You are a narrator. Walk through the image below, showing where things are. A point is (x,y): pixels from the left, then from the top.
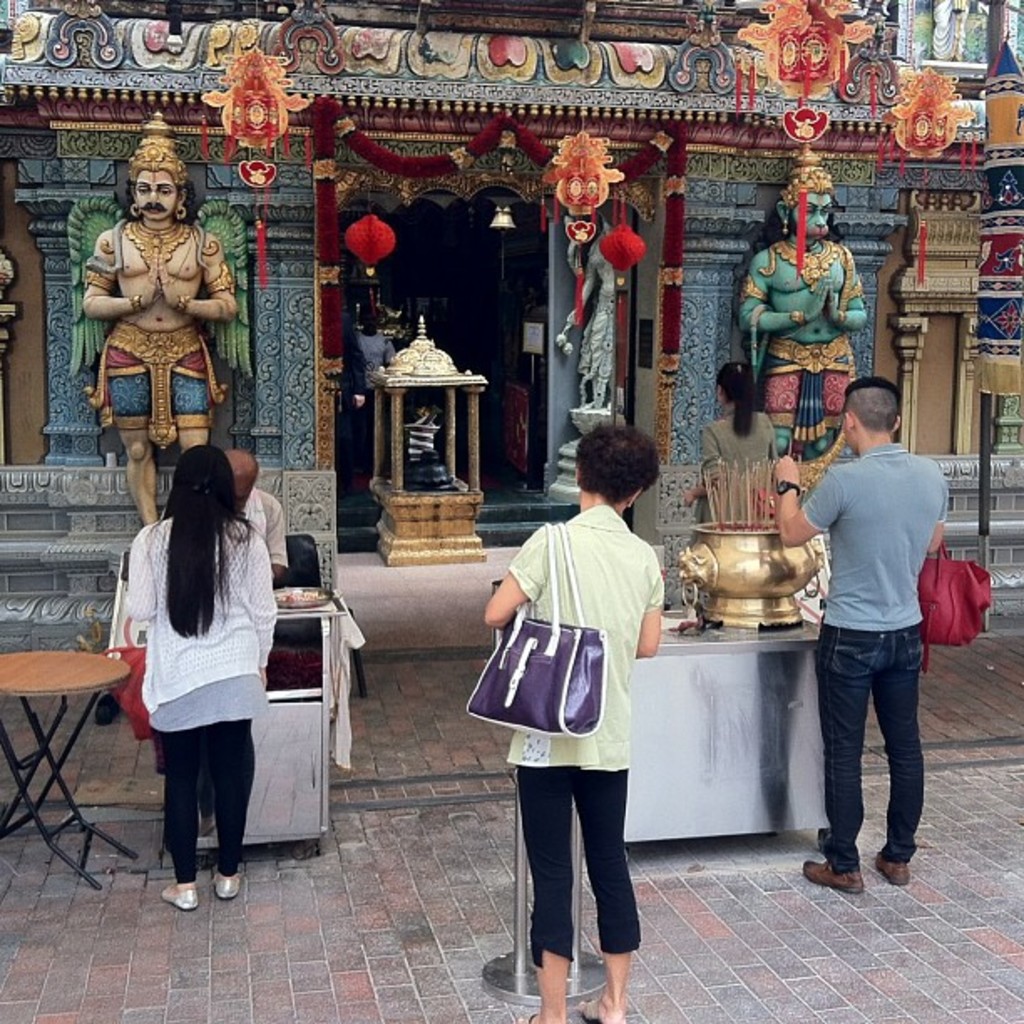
In this picture we can see a group of people (624,556) standing carrying their bags (509,688) in their hands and here person (801,524) touching sticks (752,493) and beside to them we have table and in front of them we can see a temple (318,153) with sculptures (803,174) and statues (592,258) in it.
